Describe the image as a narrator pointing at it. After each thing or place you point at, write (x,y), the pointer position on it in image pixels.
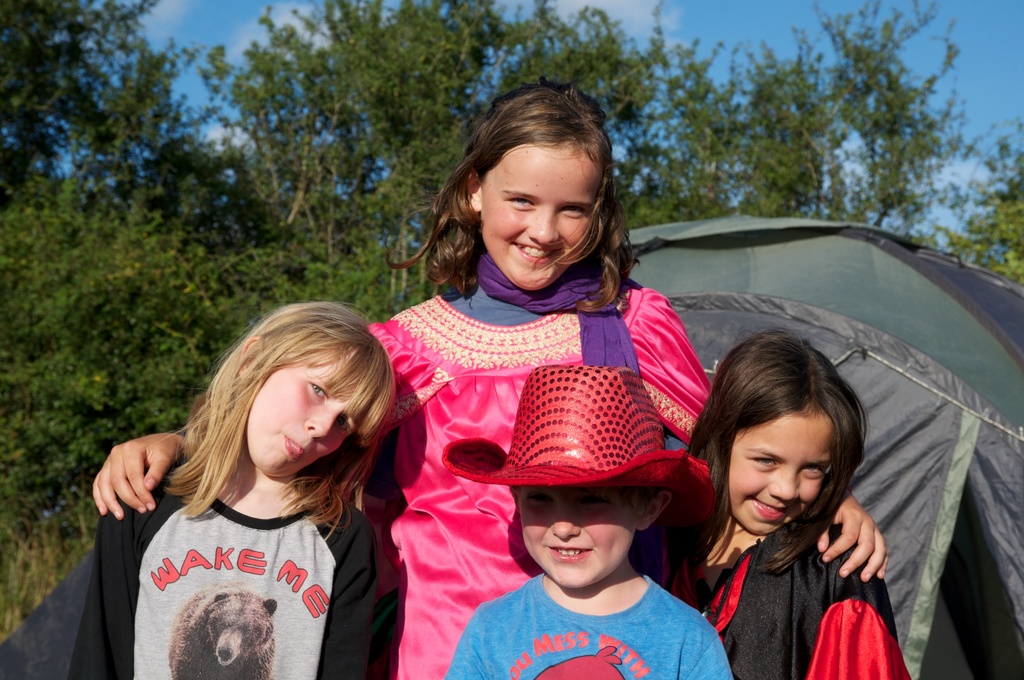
This image consists of four persons (417,581). In the middle (546,405), the boy (460,652) is wearing a red hat (567,426). In the background (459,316), the girl (472,526) is wearing a pink dress (512,424). On the right (941,365), there is a tent (834,335). In the background (22,254), there are trees (22,254). At the top (180,19), there is sky (224,23).
